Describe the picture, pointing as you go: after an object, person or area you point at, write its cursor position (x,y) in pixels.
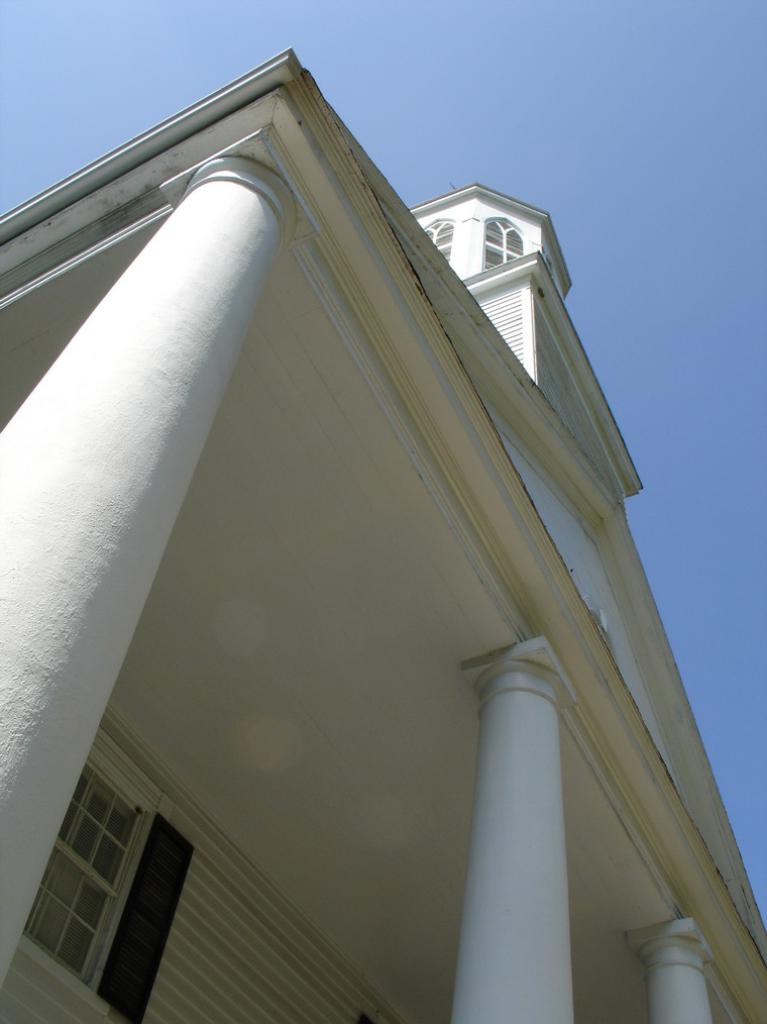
This image consists of a building (150,761) along with pillars (496,952) and windows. It is in white color. At the top (649,195), there is sky (641,209).
